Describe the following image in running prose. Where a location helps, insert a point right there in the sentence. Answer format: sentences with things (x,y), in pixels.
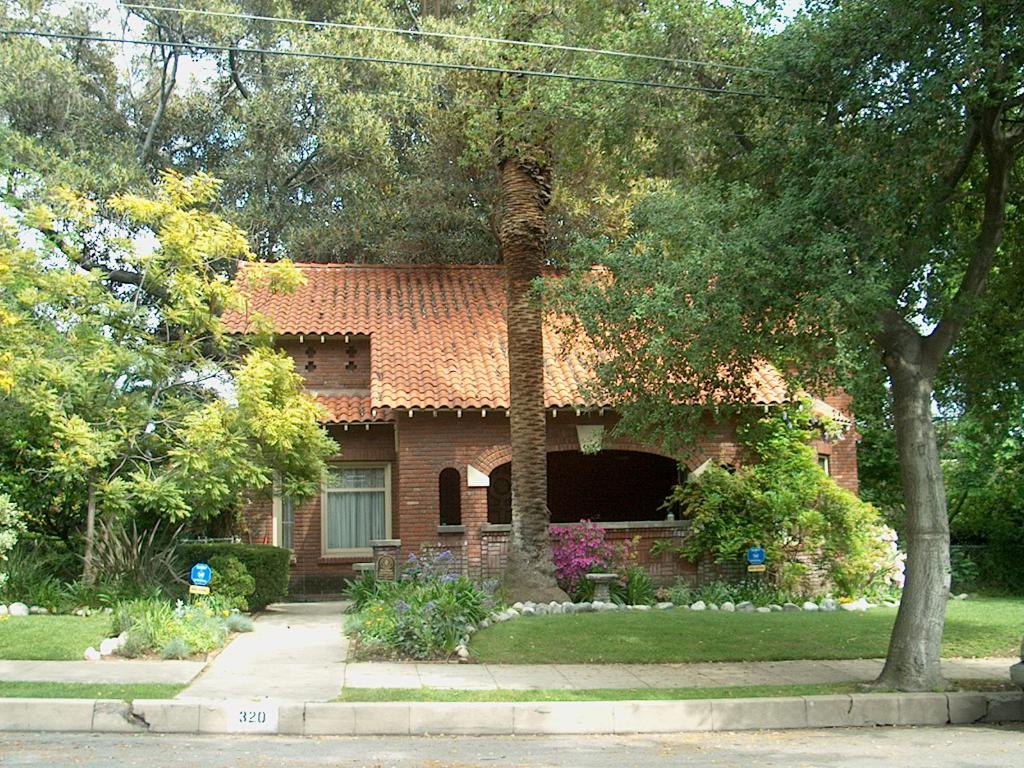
In this picture we can see road (417,749), grass (540,626), trees (551,594), plants (227,616), flowers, rocks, boards (211,571) and house (413,311). In the background of the image (83,236) we can see the sky (83,236).
